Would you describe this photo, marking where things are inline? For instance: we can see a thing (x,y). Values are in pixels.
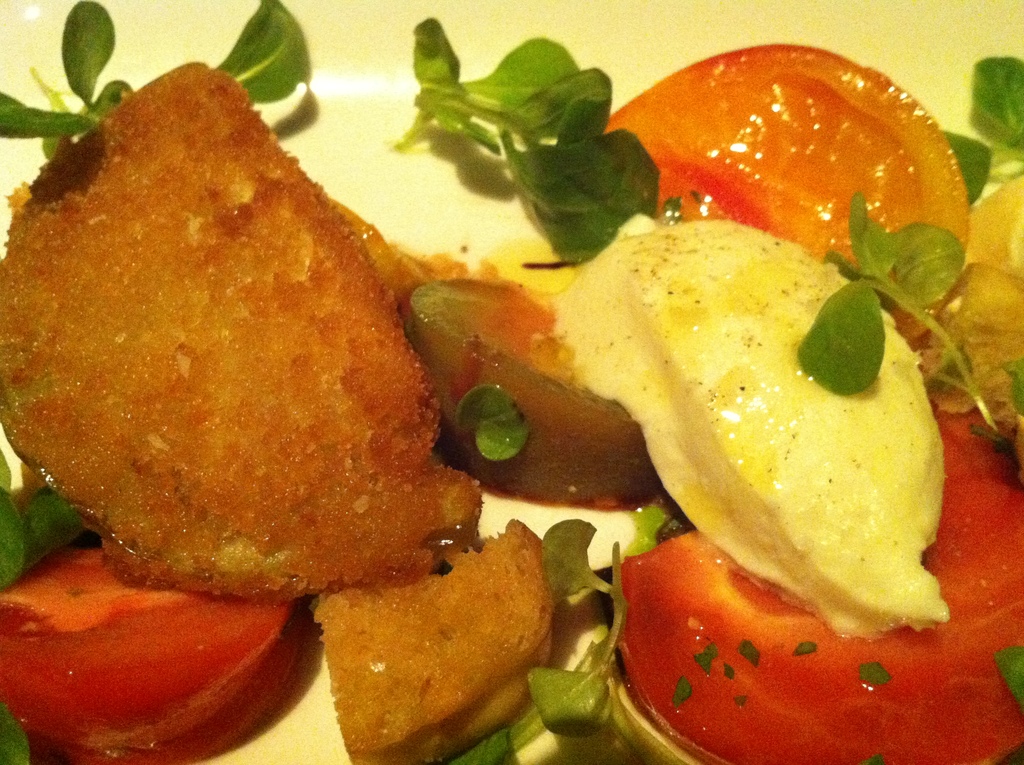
In the picture we can see a plate (594,547) on it we can see some fruit slices (480,374) and cheese (658,415) and some leaf garnish (506,135) on it.
